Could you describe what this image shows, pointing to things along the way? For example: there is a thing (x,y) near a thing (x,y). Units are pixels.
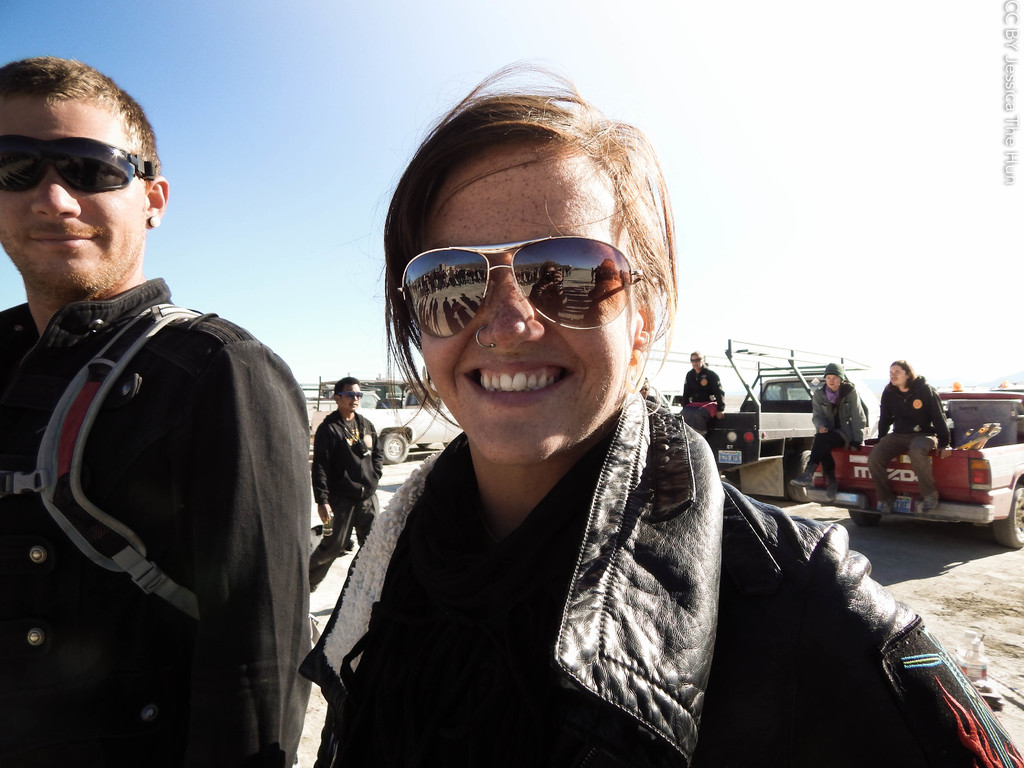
In the image we can see a man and a woman (412,596) wearing clothes (341,603), goggles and they are smiling. The woman (450,666) is wearing nose ring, behind her there are other people (829,419) sitting and one is walking, they are wearing clothes (344,454). There are even vehicles (871,445), we can see sand (944,576) and a sky (243,99). Here at the right top (1007,75) we can see watermark (1010,101).
